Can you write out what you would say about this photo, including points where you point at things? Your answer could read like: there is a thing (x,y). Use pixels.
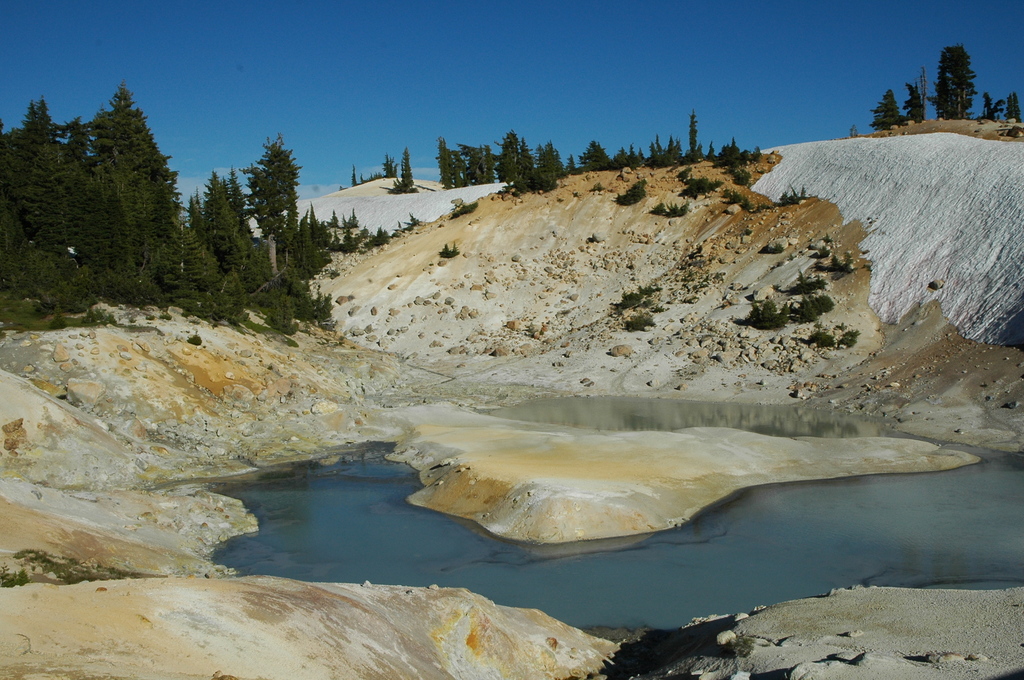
In the background (350,21) we can see the sky (909,21). In this picture we can see the trees (32,124), hills (743,219), plants (705,190), water (835,563) and stones (746,616).
